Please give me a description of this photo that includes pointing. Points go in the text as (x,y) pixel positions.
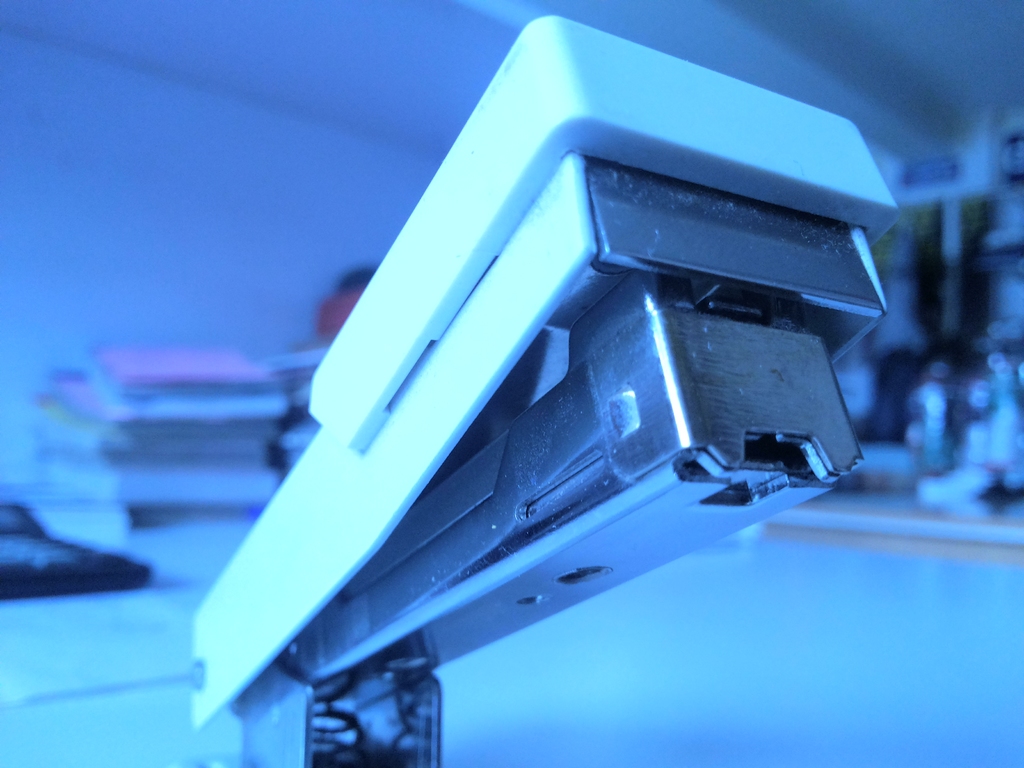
In this image I can see a stapler (565,487) and I can see this image is little bit blurry from background (163,56). I can also see this image is little bit in blue colour.
